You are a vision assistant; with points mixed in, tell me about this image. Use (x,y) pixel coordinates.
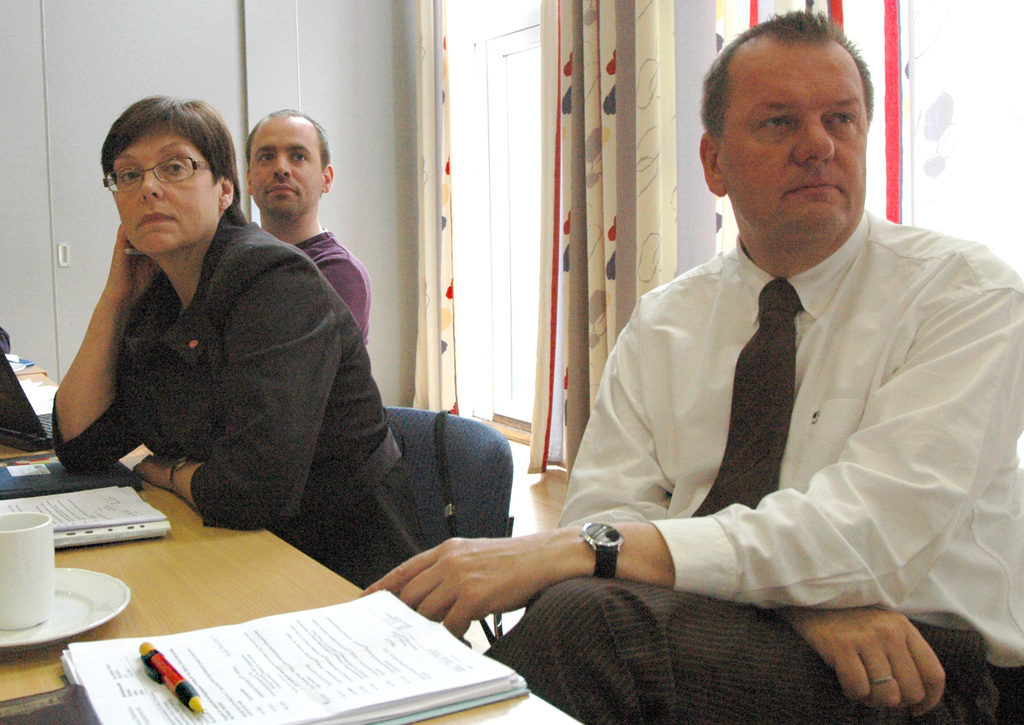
In this image, we can see three people (315,444) are sitting. Here there is a chair (495,474). On the left side (210,567), there is a wooden table (224,583), few things (184,637) and objects (139,688) are placed on it. Background (610,253) there is a wall (384,273), curtains (625,264) and window (506,263).
